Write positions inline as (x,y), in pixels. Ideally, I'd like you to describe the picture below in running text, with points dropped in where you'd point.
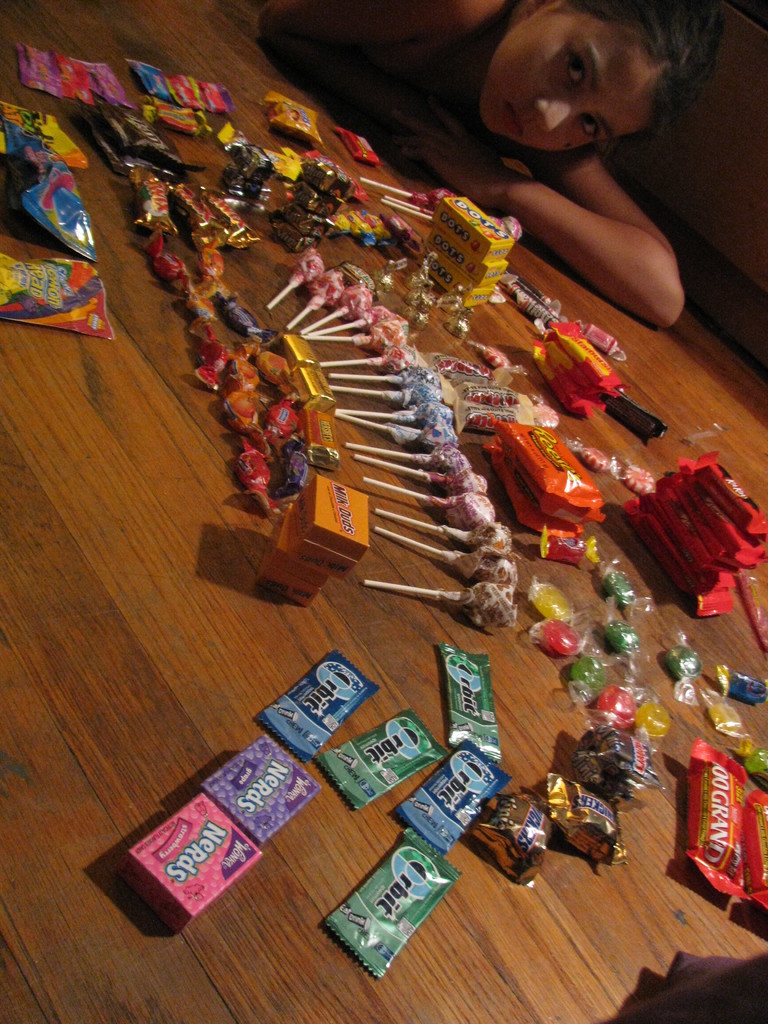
There is a collection of chocolates (238,150) kept on a wooden surface (201,473) as we can see in the middle of this image (350,479), and there is one kid (571,242) at the top of this image (453,65).
